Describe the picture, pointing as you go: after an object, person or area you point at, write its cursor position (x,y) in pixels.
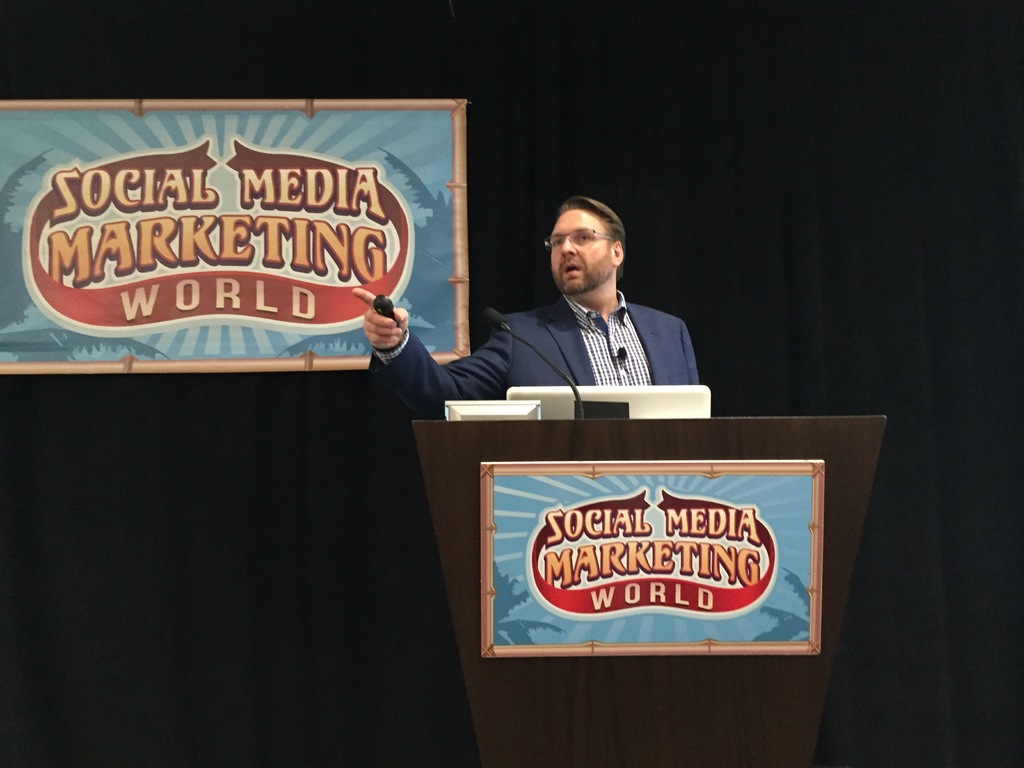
This image is taken indoors. In the background (267,334) there is a poster (256,172) with a text (274,205) on it. In the middle of the image (442,471) there is a podium (456,451) with a board (589,579) and text (663,589) on and there is a mic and there are a few things (658,413) on it. A man (600,274) is standing on the dais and he is holding a remote (382,301) in his hand (370,295).
